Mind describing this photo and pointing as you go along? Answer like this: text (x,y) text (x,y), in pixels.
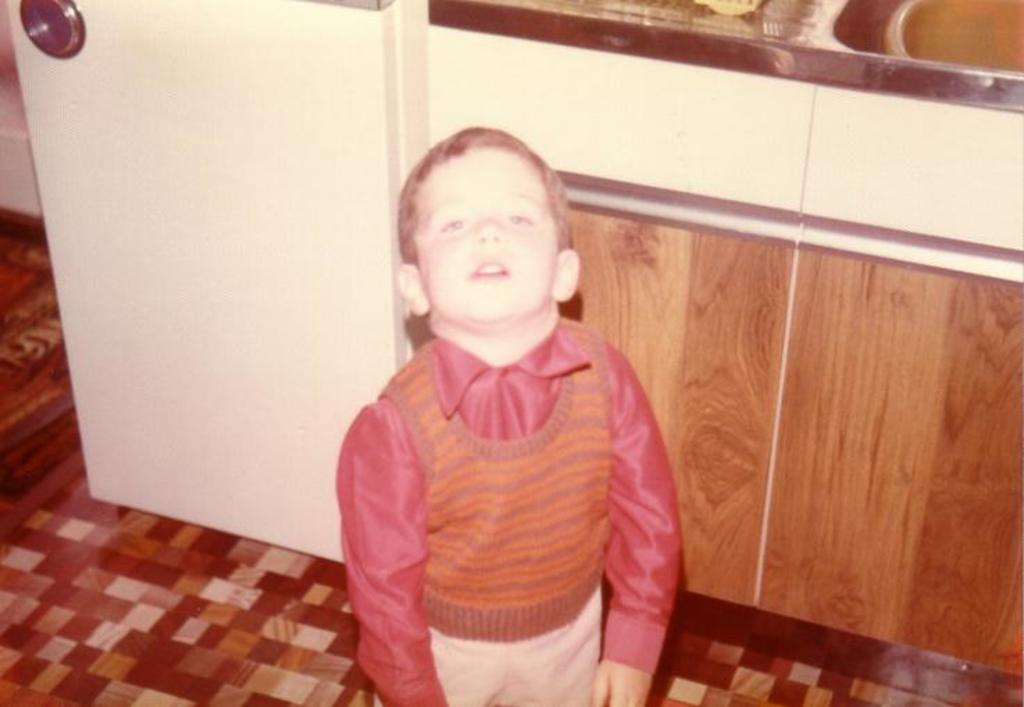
In this image there is a kid (548,463) standing on a floor (16,665), in the background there is a kitchen floor (20,678).
